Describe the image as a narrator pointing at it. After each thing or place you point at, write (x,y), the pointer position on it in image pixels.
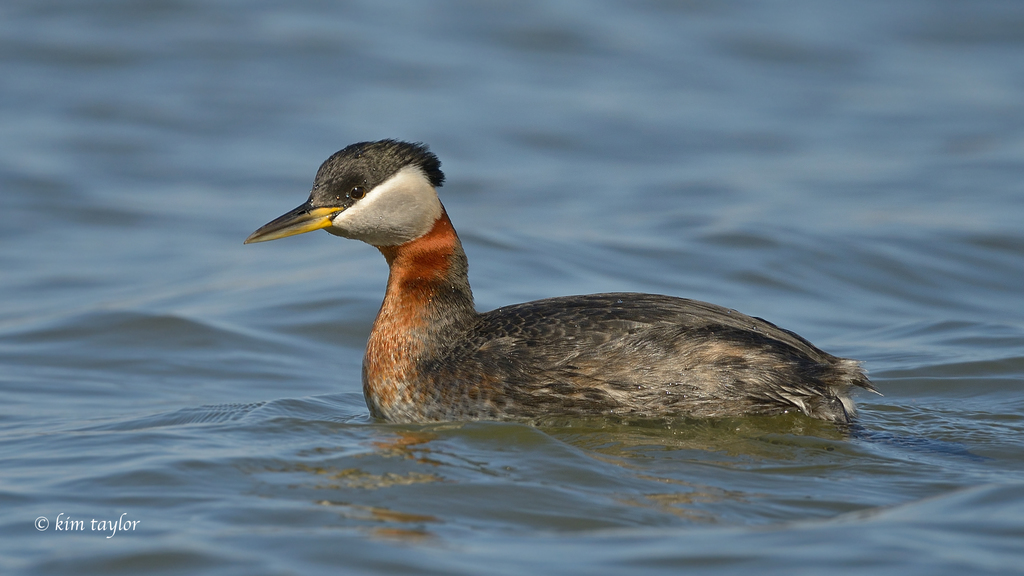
In this image I can see grebe (519,359). There is water (386,477) and in the bottom left corner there is a watermark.
